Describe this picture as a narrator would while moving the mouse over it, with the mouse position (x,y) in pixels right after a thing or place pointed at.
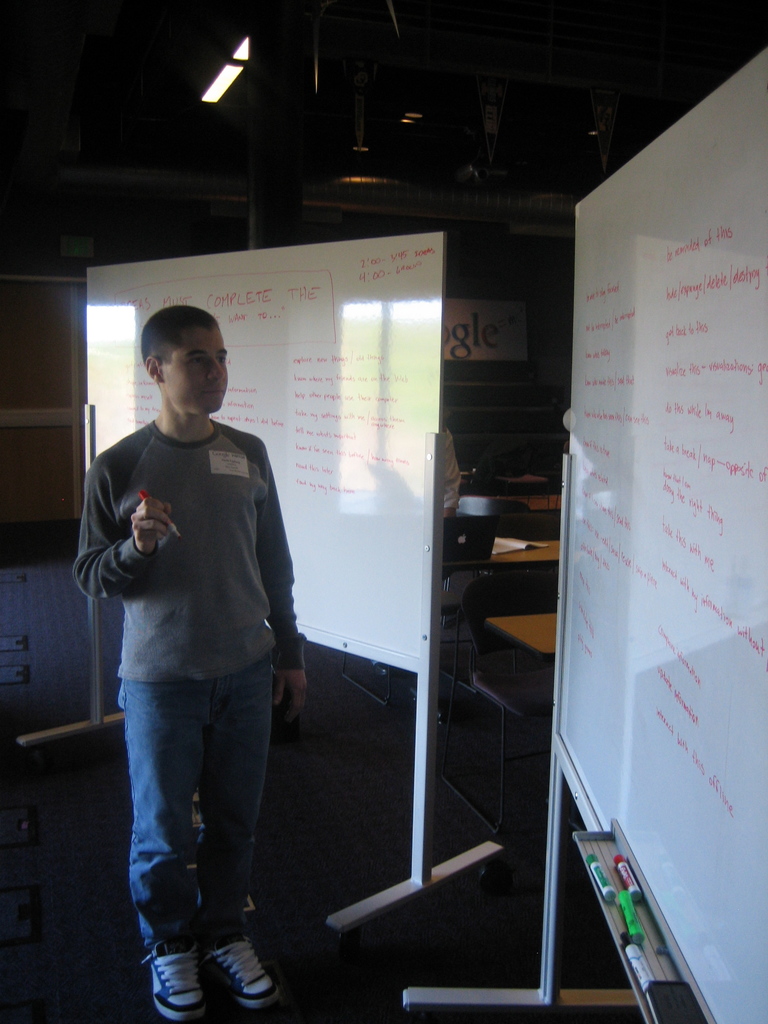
In this image, I can see a person (221,884) standing. These are the two white boards (324,473) with letters (697,504) written on it. Behind the white boards (350,527), I can see tables (523,624), chairs (520,604) and few other objects (527,541). At the top of the image (142,98), I can see the ceiling (381,79).
